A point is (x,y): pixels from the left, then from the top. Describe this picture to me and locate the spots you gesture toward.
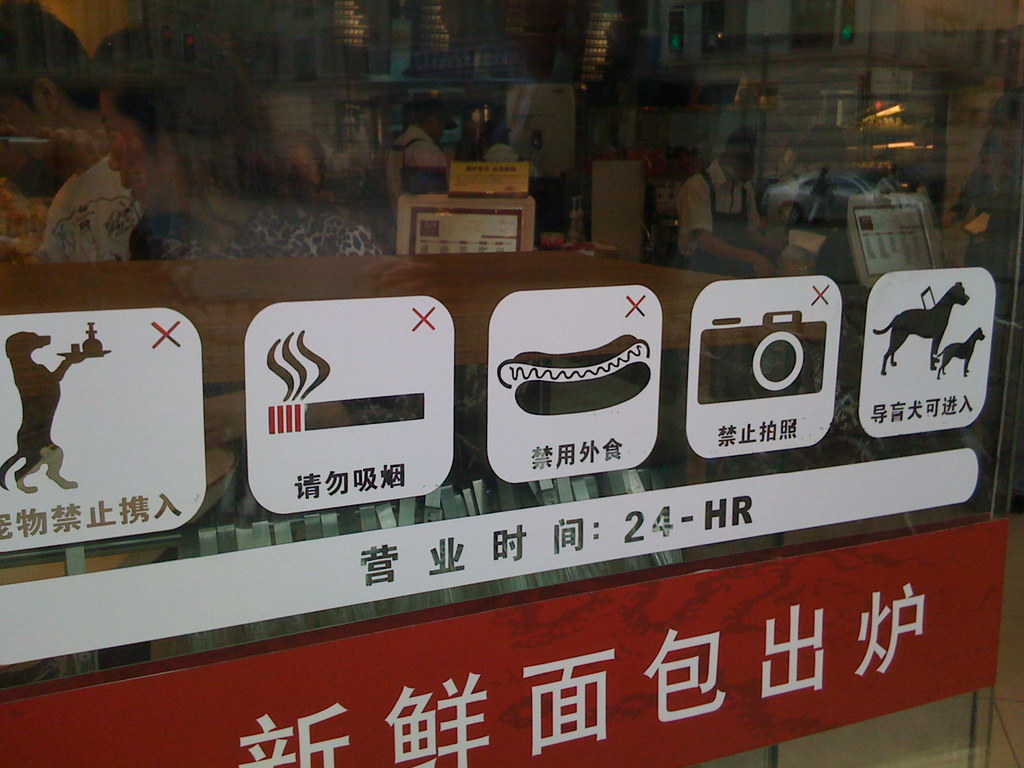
On this there are stickers (910,548). Through this glass (835,135) we can see people (204,168) and screens (455,233). On this glass (910,236) there is a reflection (784,207) of car (800,205) and a person (814,203).
